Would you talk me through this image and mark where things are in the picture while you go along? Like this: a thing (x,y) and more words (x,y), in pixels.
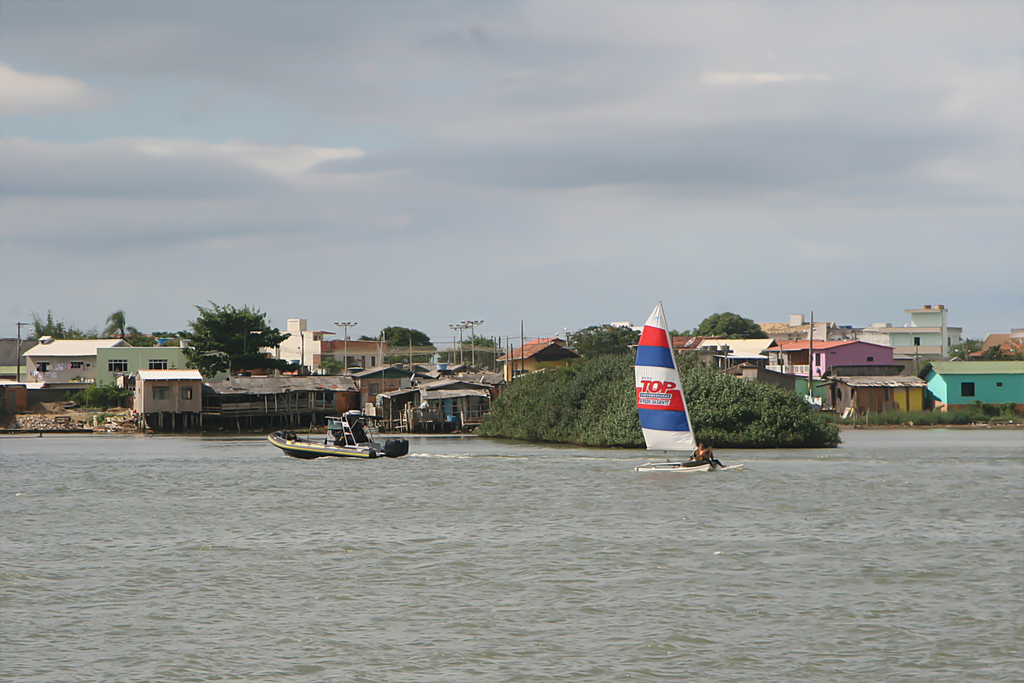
In this image I can see two boats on the water (601,501), background (523,398) I can see few trees (504,405) in green color, few buildings (6,345) in white, brown, green and yellow color and I can also see few light poles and the sky (533,159) is in white and blue color.
